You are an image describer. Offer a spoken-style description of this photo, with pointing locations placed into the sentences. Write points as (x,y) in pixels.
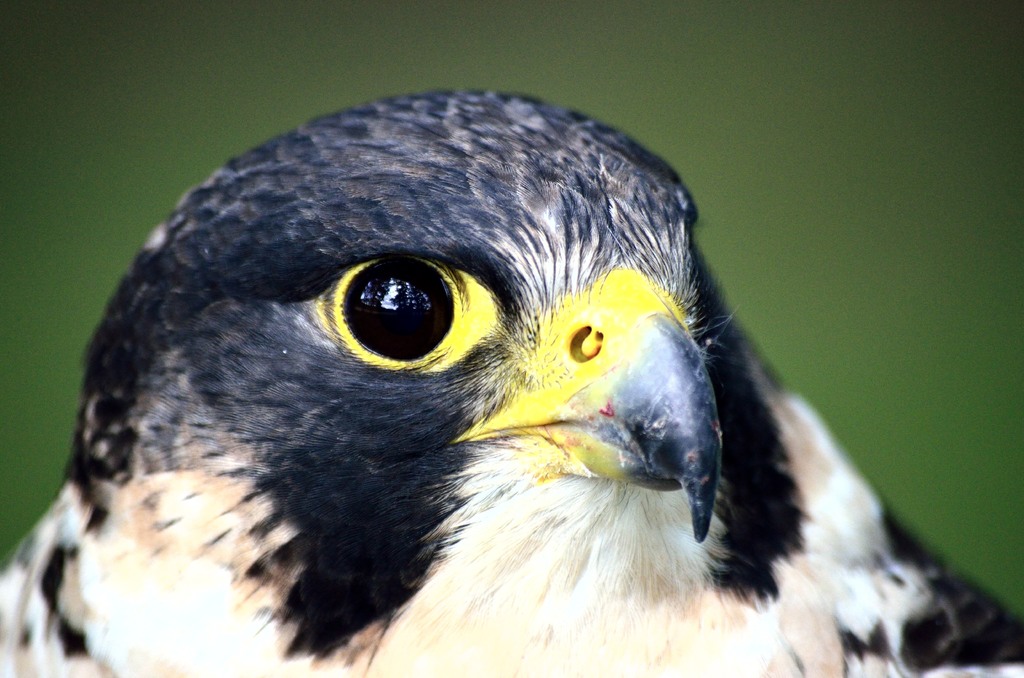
This picture shows a Hawk bird (547,488). It is white, black, yellow and light brown in color.
